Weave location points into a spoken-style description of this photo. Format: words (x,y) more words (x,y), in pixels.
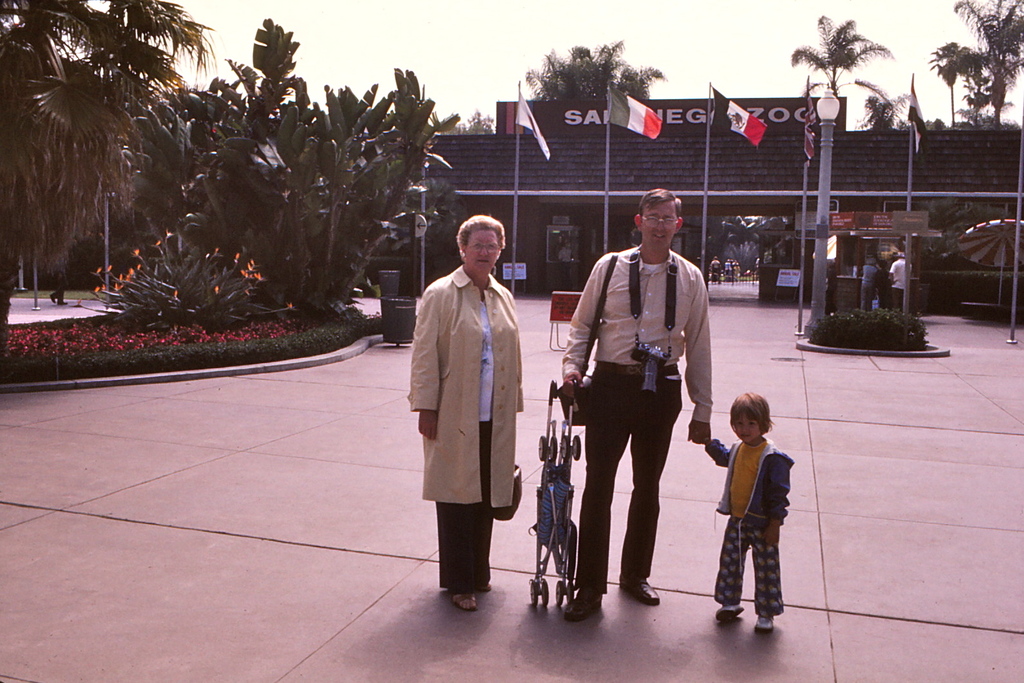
In this image, we can see women (421,402), men (625,397) and kid (738,450) are standing at the platform (663,665). Here we can see a person (616,427) is holding a stroller (568,459). Background (593,219) we can see wall (625,197), few boards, flags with poles (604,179), trees (323,131), plants (278,300). Top of the image (667,15), there is a sky (587,25).
